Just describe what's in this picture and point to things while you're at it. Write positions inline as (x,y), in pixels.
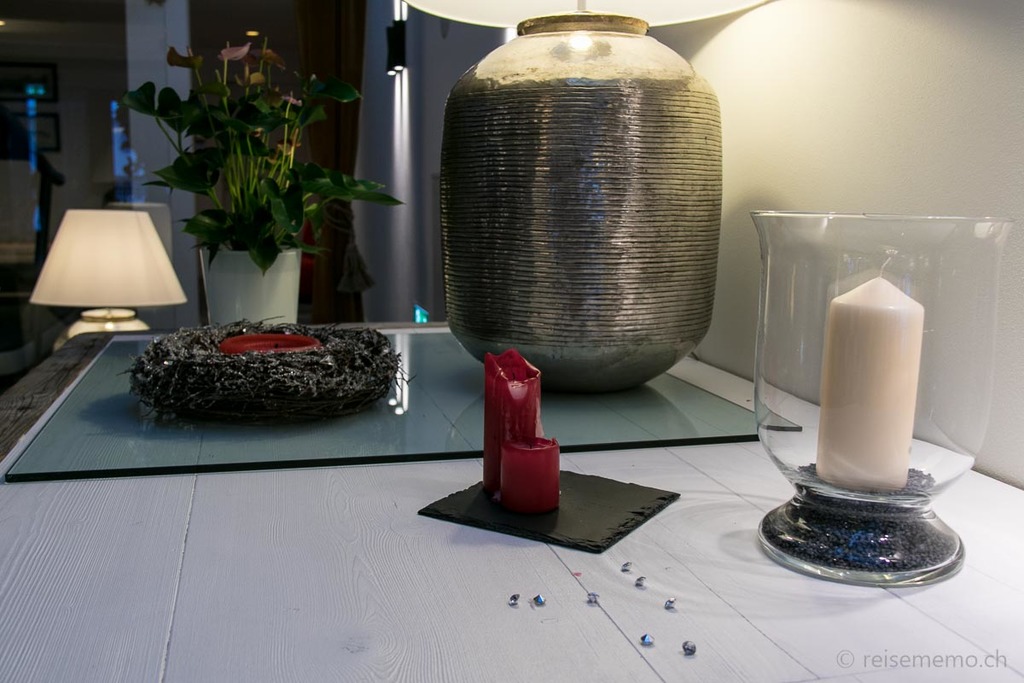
This image is taken in indoors. In this image there is a table (206,549) with candle (524,480), candle holder (803,385), lamp (688,203), glass plant (360,424), pot (267,297) with a plant (260,172) in it. In the background (908,113) there is a wall (967,114), lamp (123,284) and lights (402,4).
